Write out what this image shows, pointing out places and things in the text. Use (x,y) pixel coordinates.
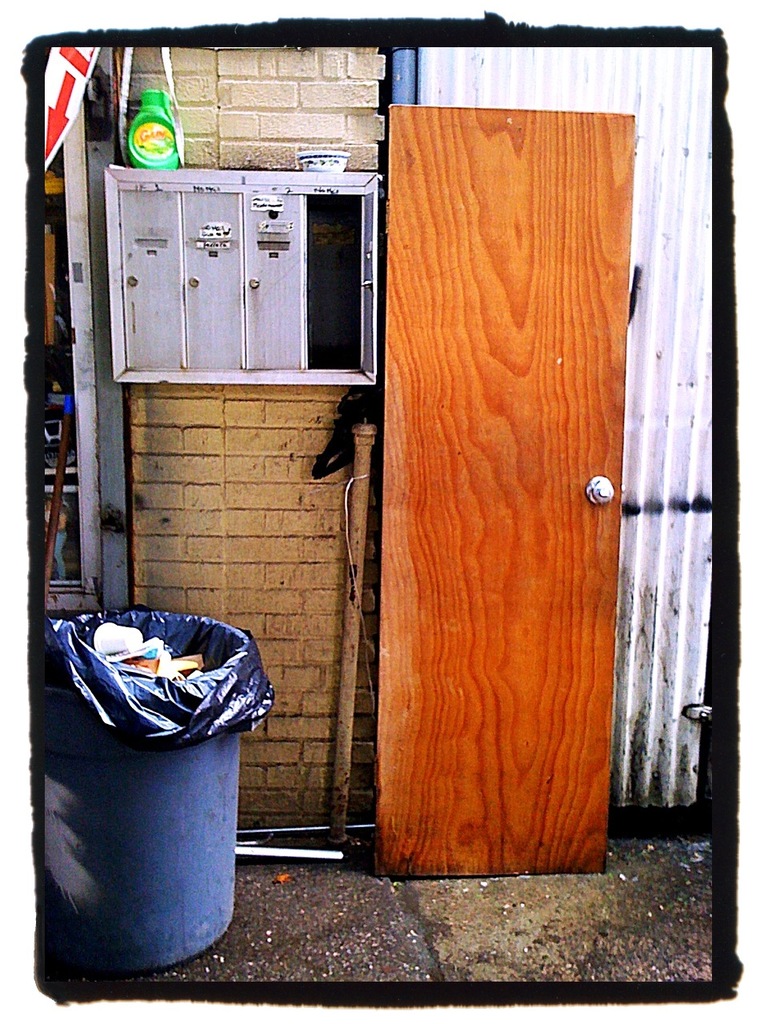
In the picture we can see a photograph of a wall (640,164) with a wooden door (560,716) and beside it, we can see a small cupboard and on it we can see a bowl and some bottle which is green in color and under it on the floor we can see a dustbin (159,848).
